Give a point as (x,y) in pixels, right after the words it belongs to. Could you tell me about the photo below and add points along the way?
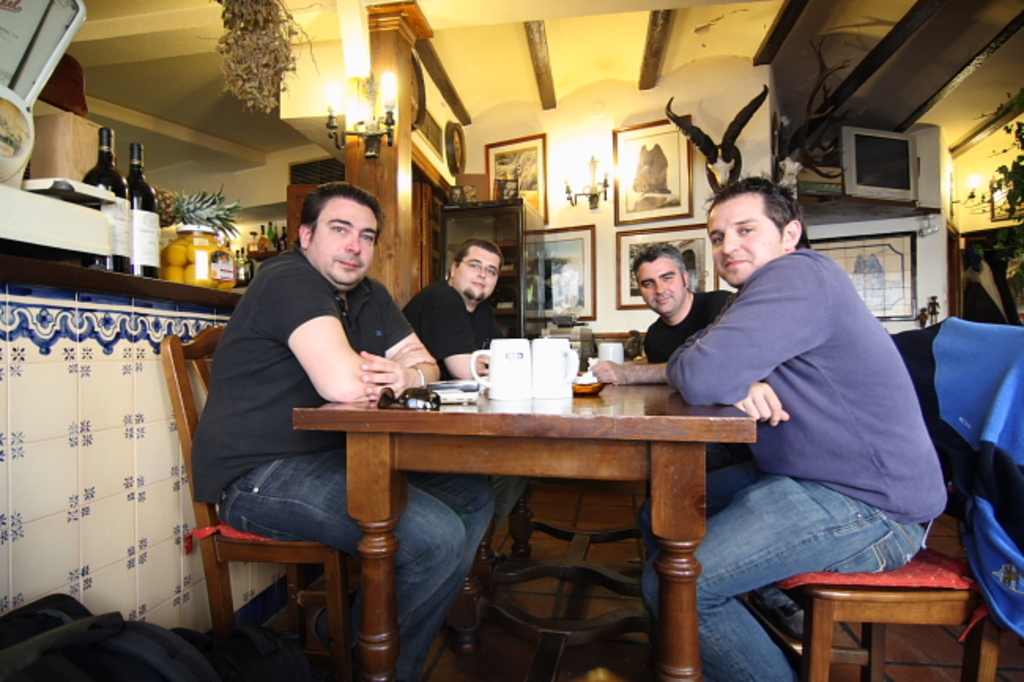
In this Picture we can see four friends (290,301) sitting on the dining table (636,611), on the left side (298,353) a person (303,307) wearing black half sleeve t-shirt (298,440) and jean (418,594) sitting on the chair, sunglasses (414,404) and two mugs of cup (516,374) on the top of the table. Another person (472,316) with beard (475,299) and wearing black shirt (472,334). Behind we can see many photo frame (660,177) and deer Horn sculpture (747,117) on the wall (723,113). On the left (112,274) cabin top (53,268) weight scale (105,217) and two wine bottle (148,249) are placed with some food (191,254) in jar (179,260) and pineapple fruits (191,218).
